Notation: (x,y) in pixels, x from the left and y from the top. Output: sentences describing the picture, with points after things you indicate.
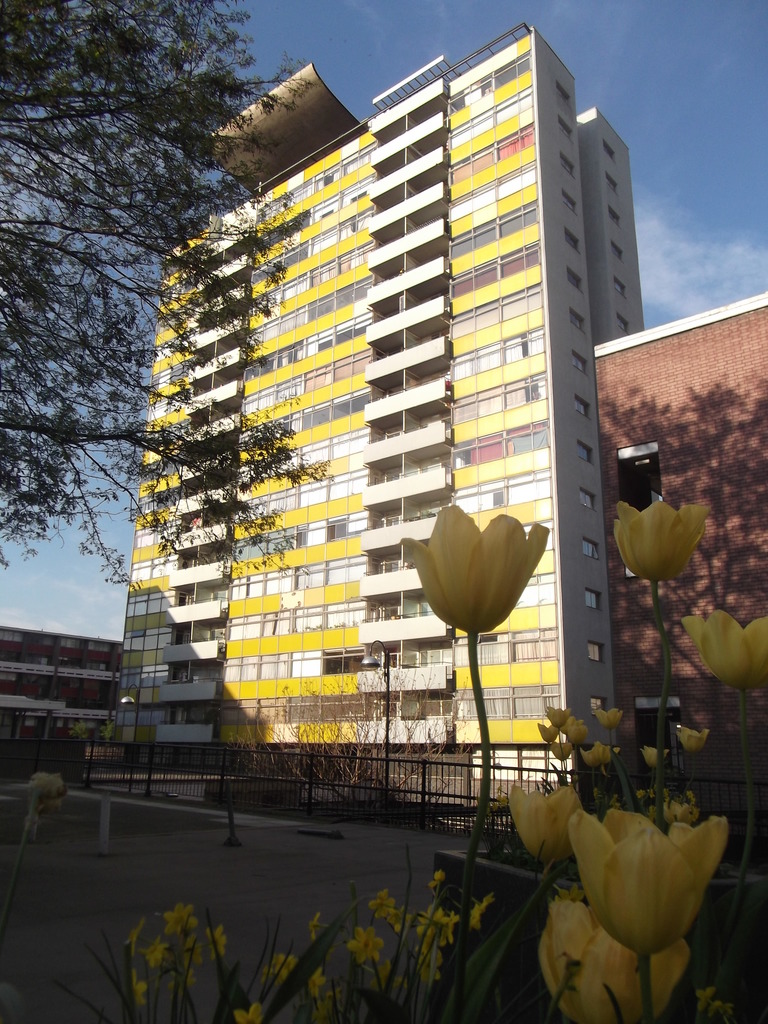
In this image, in the right corner (605,960), we can see some flowers (605,960) which are in yellow color. In the middle of the image (477,545), we can see some plants (561,1007) with flowers (164,952). On the left side (83,134), we can see some trees (41,396). In the background (167,613), we can see a building (292,558), window (504,451). At the top (701,90), we can see a sky (678,150) which is a bit cloudy, at the bottom (378,764), we can see some plants (349,779), metal grill (347,808) and a road (193,894).
